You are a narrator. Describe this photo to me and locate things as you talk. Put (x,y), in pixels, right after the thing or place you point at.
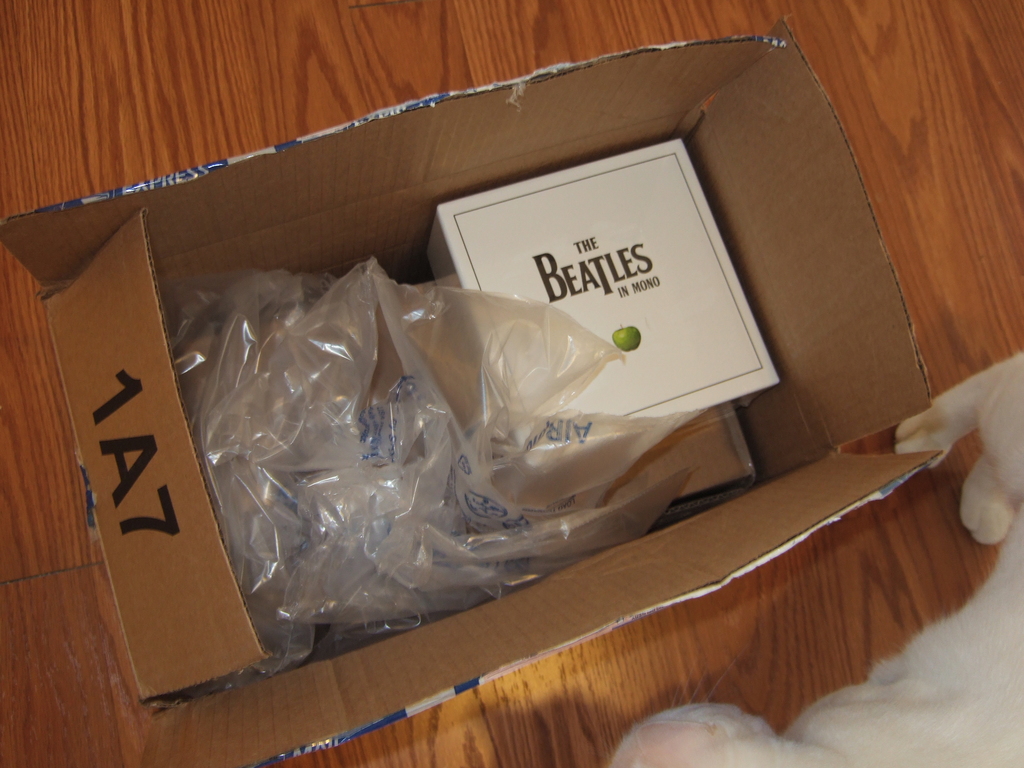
In the image we can see there is a box (658,338) and plastic cover (482,355) kept in the cardboard box (113,472). The cardboard box (668,602) kept on the wooden floor (643,659) and it's written ¨The Beatles¨ on the box (618,335). There is an animal (909,729) lying on the wooden floor (503,753).
